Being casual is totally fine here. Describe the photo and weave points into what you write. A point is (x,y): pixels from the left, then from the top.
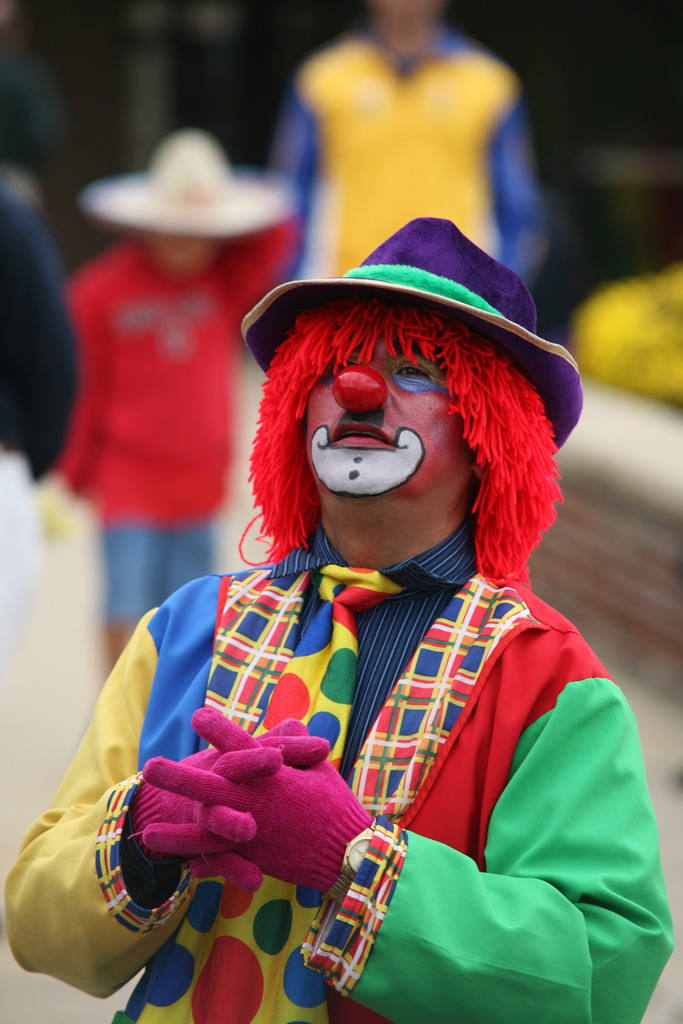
In this image we can see a person (383,770) wearing a costume of a joker (355,795), behind this person (296,523) there are another two persons (183,300) standing.
